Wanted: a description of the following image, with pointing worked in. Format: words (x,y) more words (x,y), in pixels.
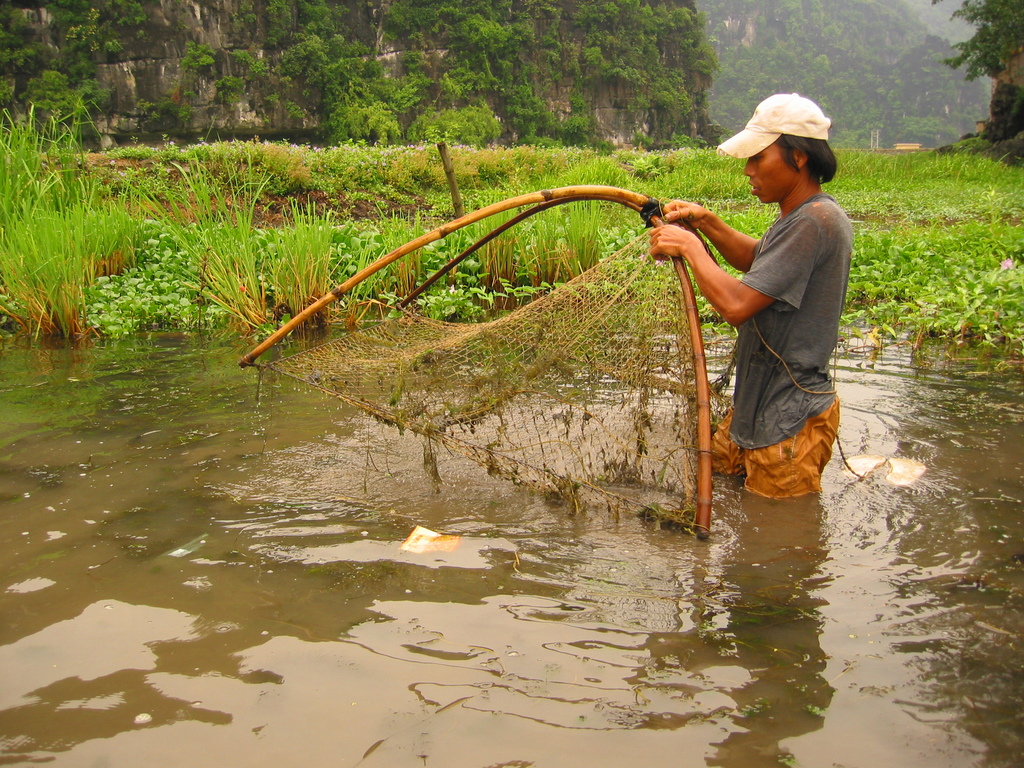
This person (787,250) is standing in water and holding wooden objects (661,221). Mesh (502,330) is tied to the wooden objects (587,191). Background (710,313) we can see plants (554,168) and grass (904,186). Plants (464,123) are on mountains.
